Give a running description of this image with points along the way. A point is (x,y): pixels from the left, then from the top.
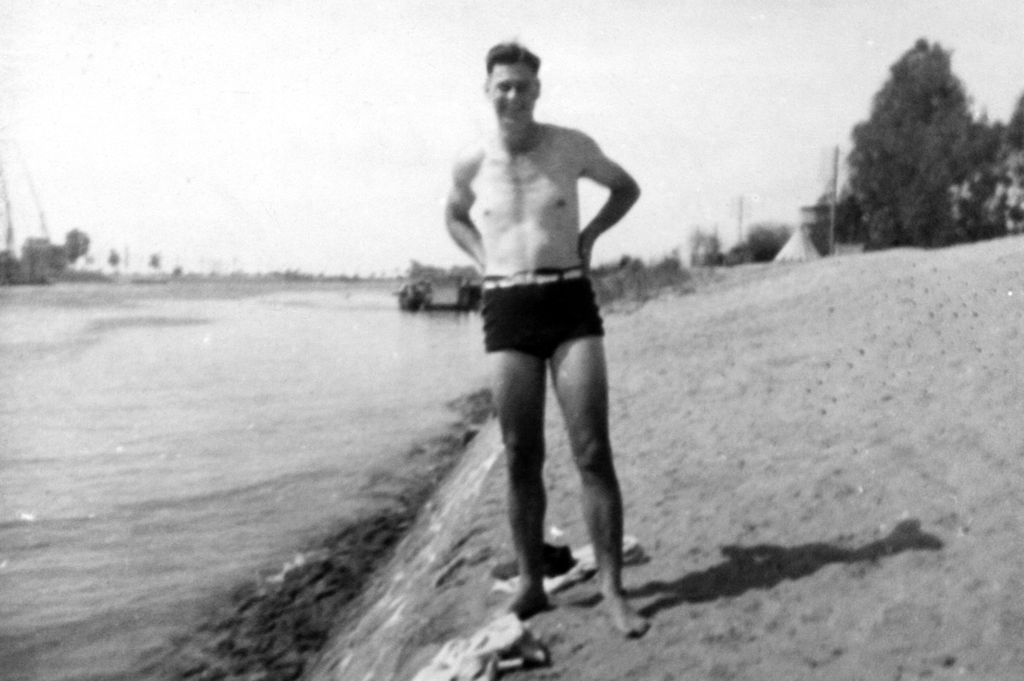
In this image we can see a man (587,453) standing. On the left (127,484) there is water (123,438). In the background (42,231) there are trees (933,190) and sky (684,172). We can see poles (741,229).
